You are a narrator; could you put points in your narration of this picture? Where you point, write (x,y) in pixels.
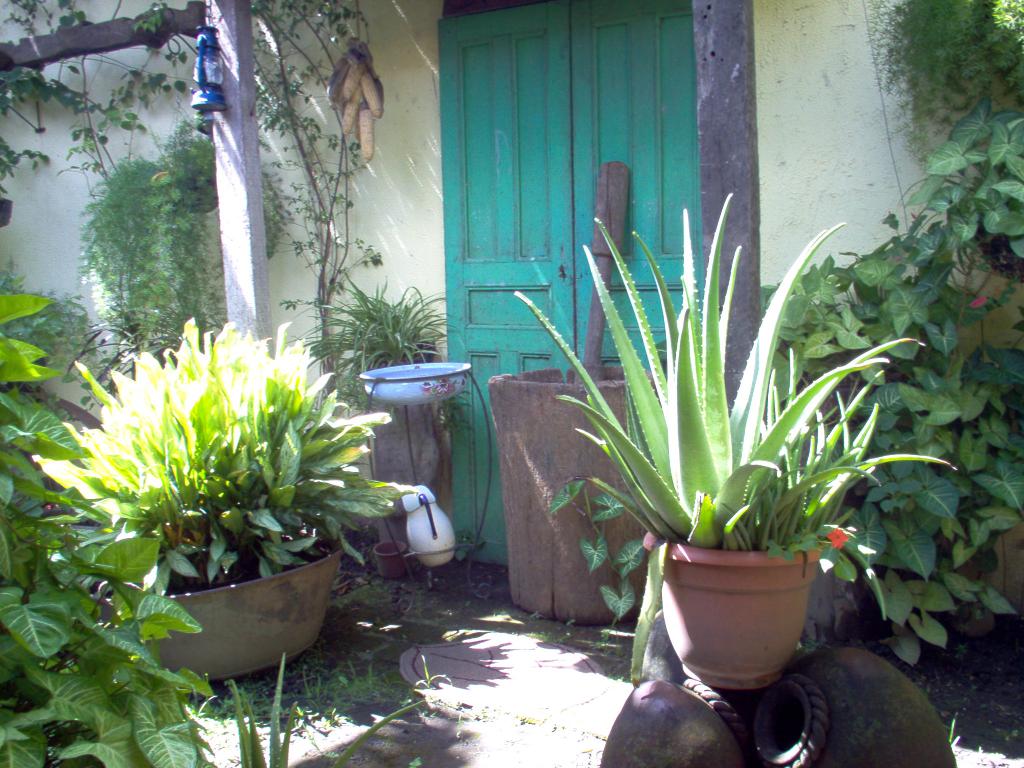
This image is taken outdoors. In the background (524,148) there is a wall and there is a door (614,122). There is a pole (238,140) and there is a lamp (206,95). In the middle of the image (353,422) there are many plants (305,501) in the pots (745,655) and there are few creepers (867,273). At the bottom of the image (429,734) there is a ground (347,696) with grass (377,666) on it and there are two pots (760,722).
